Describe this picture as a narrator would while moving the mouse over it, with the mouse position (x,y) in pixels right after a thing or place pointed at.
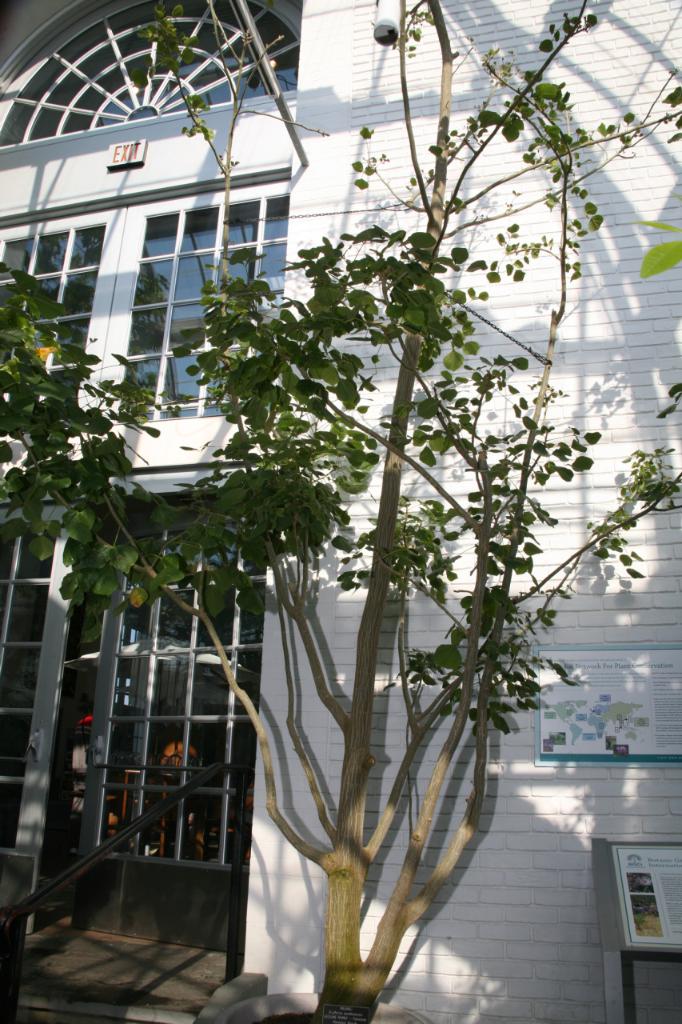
In the picture I can see the plants (373,653). In the background (668,690), I can see some object (634,970) and a board (637,933) on the right side of the image (603,906). Here I can see exit board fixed to the white color wall (169,183) and I can see glass doors (15,780).
